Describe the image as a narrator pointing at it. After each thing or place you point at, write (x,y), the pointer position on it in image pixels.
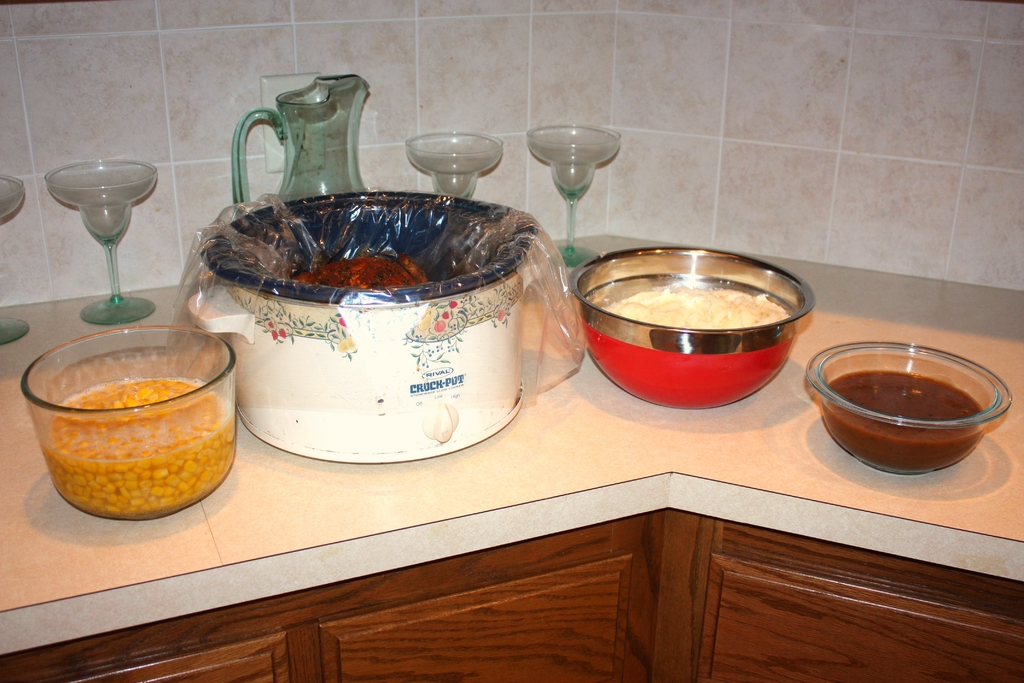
There is a platform (438,483) with cupboards (623,603). On the platform (477,466) there are glasses (423,142), jug (359,114), bowls (785,330) and a vessel (474,288). There are some items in the bowls (782,300). Also there is a plastic cover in the vessel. In the back (355,52) there is a wall (230,67).
